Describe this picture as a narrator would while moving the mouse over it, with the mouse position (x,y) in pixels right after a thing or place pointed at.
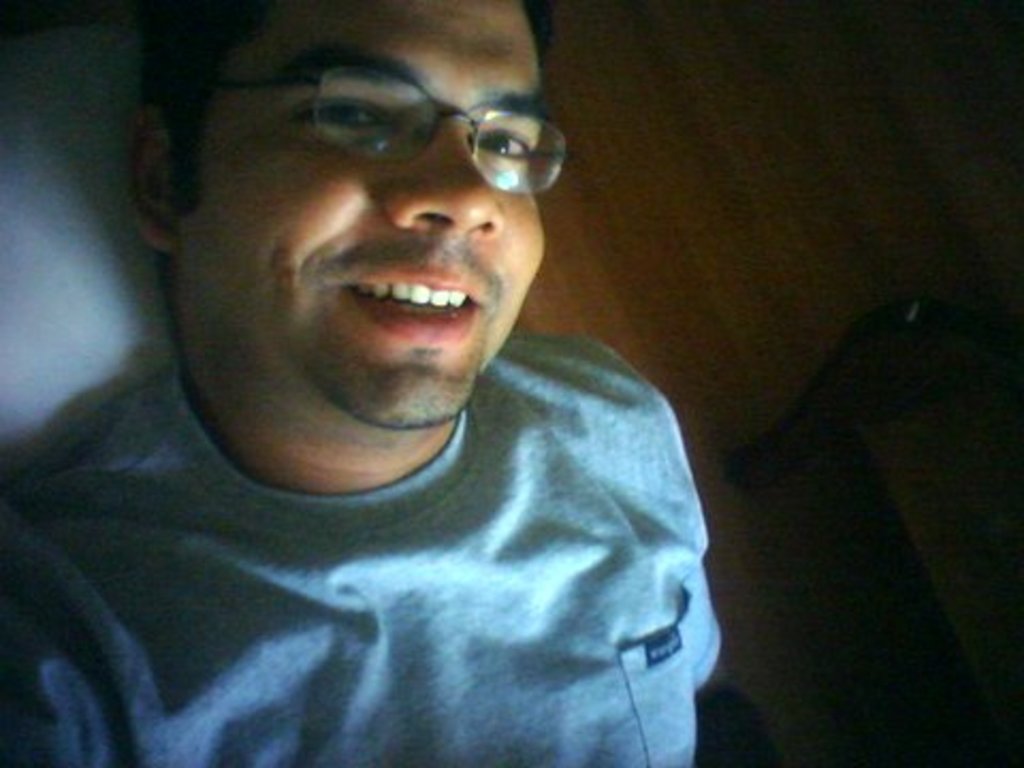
There is a man (291,408) wearing specs (382,132) and t shirt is smiling. In the background (726,387) it is blurred.
